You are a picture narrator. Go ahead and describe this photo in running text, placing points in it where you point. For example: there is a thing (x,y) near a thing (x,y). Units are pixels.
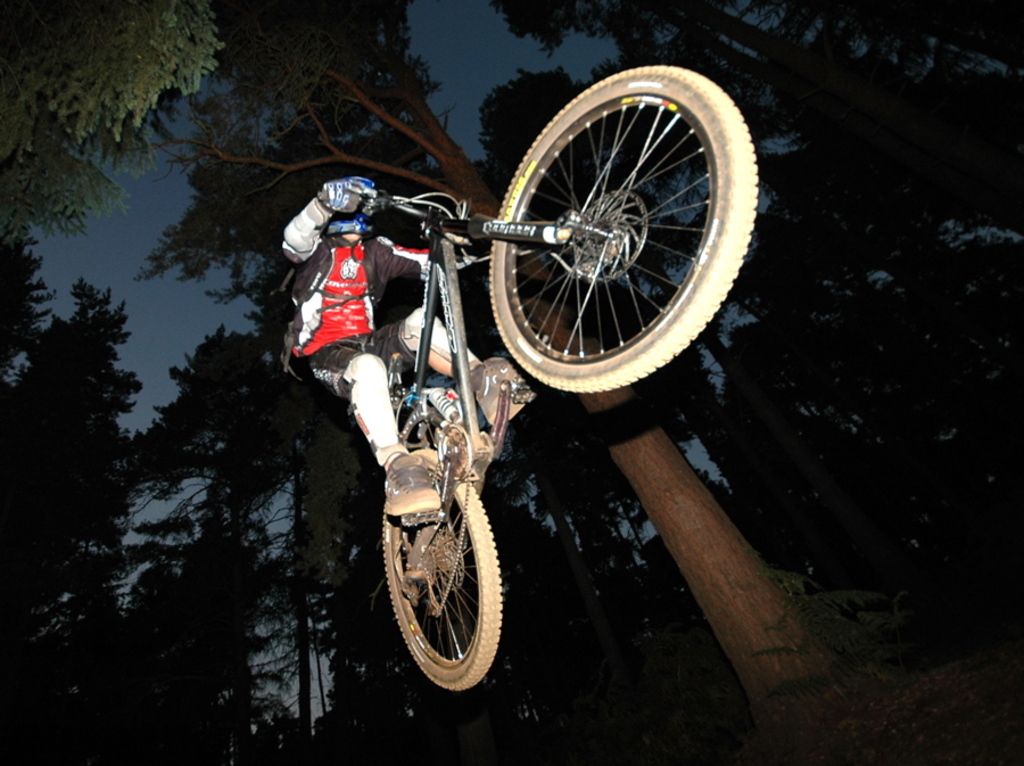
Here I can see a person (345,305) is wearing a jacket (333,315), helmet (364,211) and riding the bicycle (508,332) and he is in the air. In the background (320,58), I can see the trees (230,487) in the dark and on the top (456,30) I can see the sky (456,30).
